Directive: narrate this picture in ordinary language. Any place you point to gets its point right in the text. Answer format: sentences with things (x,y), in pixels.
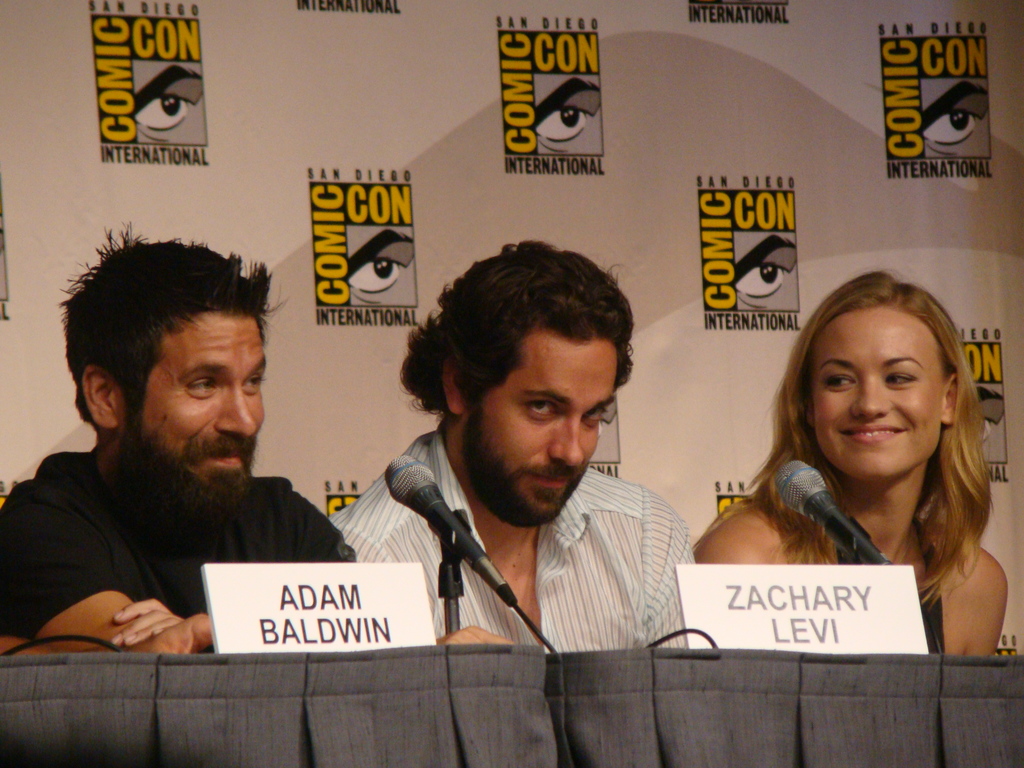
It looks like a press meet there are three people (379,520) sitting in front of the table (301,718) and there are two mics (450,551) in front of that people (476,424) and in the background (800,60) there is a banner (197,136) with comic con logo (517,83).
